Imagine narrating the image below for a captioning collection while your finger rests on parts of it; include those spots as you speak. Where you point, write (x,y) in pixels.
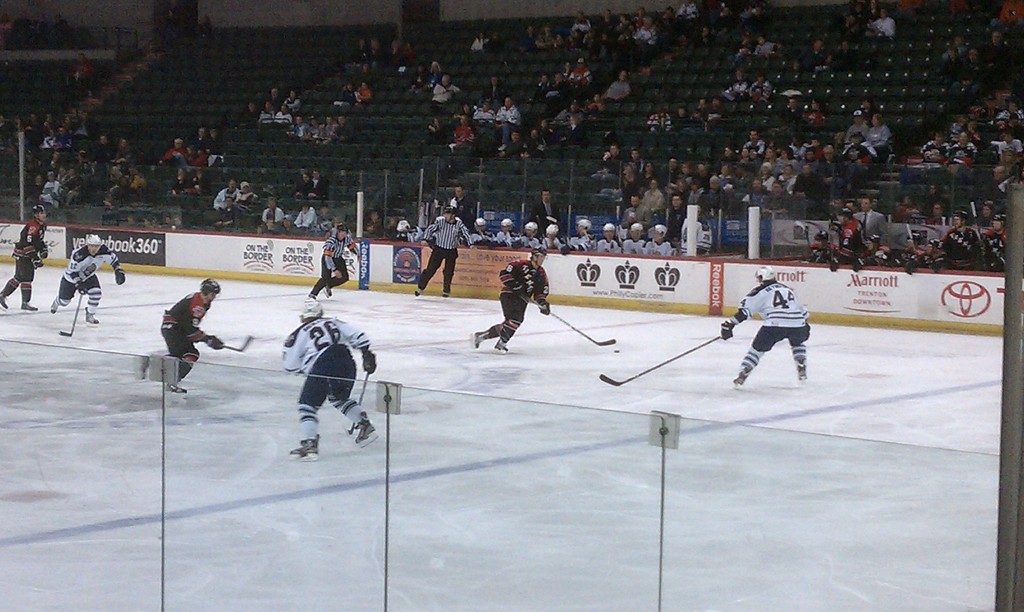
In this image I can see few people (765,310) are wearing sports dresses (775,296), helmets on their heads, holding bats (602,344) in the hands (548,299) and playing a game on the floor (571,448). At the bottom (320,515) there is a glass (159,459). At the top of the image (81,118) there are many people (873,130) sitting on the chairs (341,173) and looking at the people (345,342) who are playing.
